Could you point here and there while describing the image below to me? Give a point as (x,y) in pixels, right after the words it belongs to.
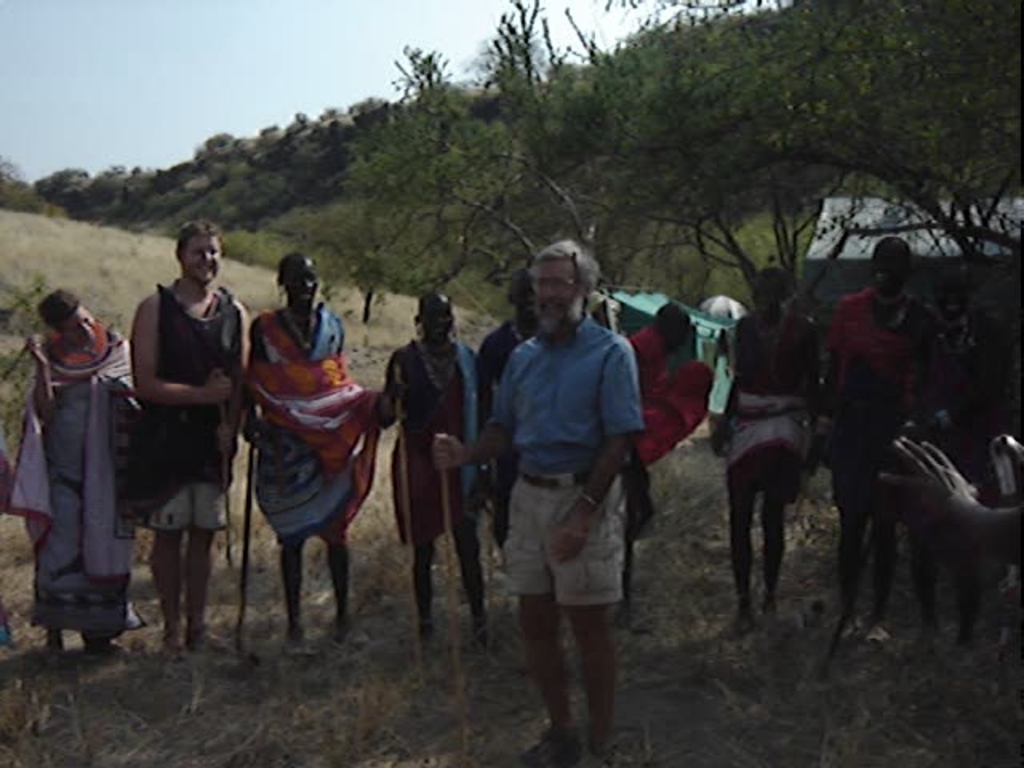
In the center of the image (596,422) we can see many persons (685,377) standing on the grass (803,506). In the background (602,231) we can see trees (383,177), house (859,224), plants (129,215), grass (19,229) and sky (72,67).
